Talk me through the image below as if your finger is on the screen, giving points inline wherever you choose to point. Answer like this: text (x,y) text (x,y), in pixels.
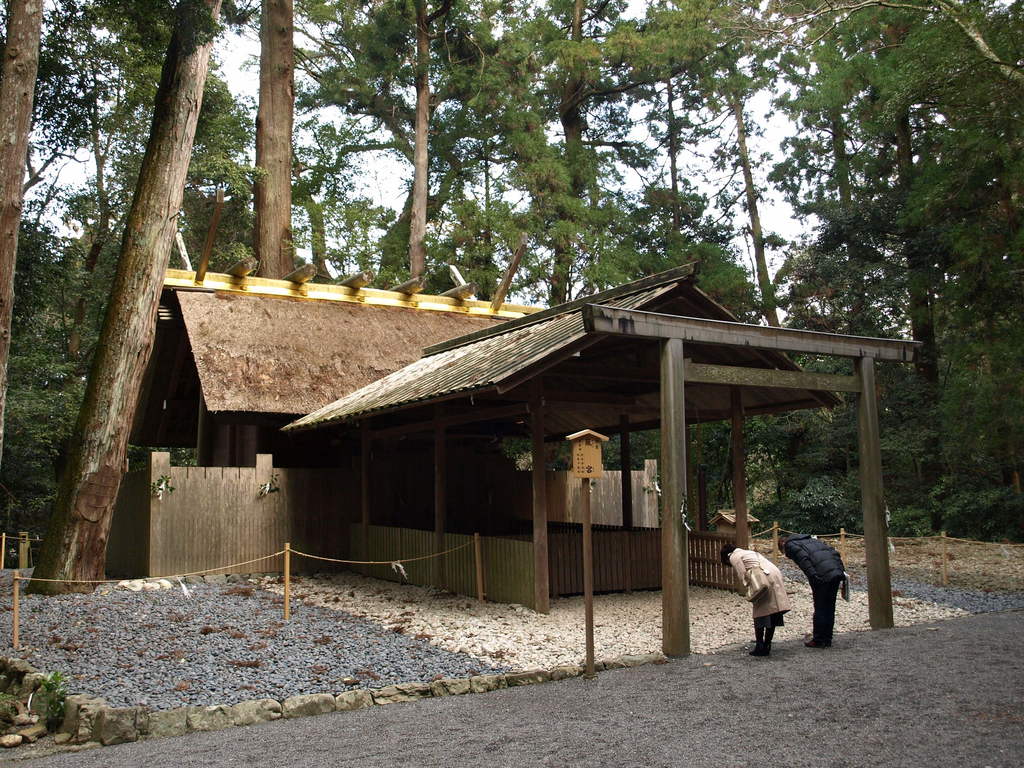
In the image we can see there are two people (830,594) wearing clothes (831,620) and shoes (813,638), this is a handbag (763,587), and, stones (252,688), rope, pole (288,581), trees (526,172) and a sky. This is a house (258,438).
